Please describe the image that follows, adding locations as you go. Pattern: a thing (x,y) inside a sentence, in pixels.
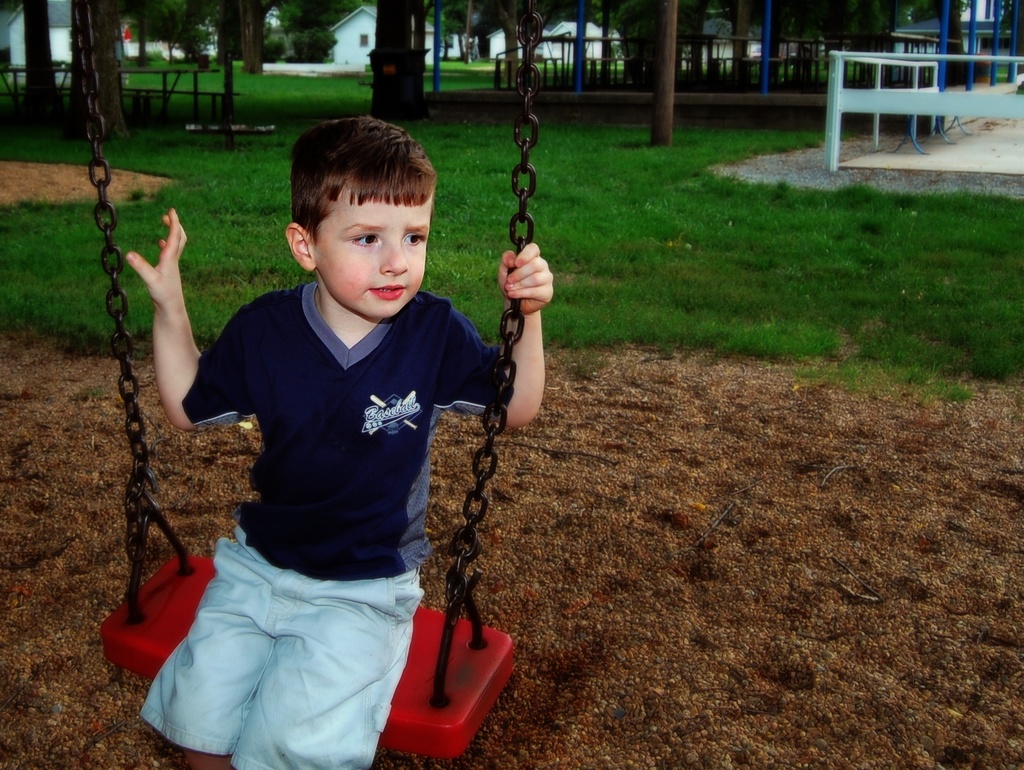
In this image a boy (343,423) is sitting on a swing (435,634). In the background (28,61) there are trees (245,34), benches (709,65), boundary (938,94) and buildings (352,21).
